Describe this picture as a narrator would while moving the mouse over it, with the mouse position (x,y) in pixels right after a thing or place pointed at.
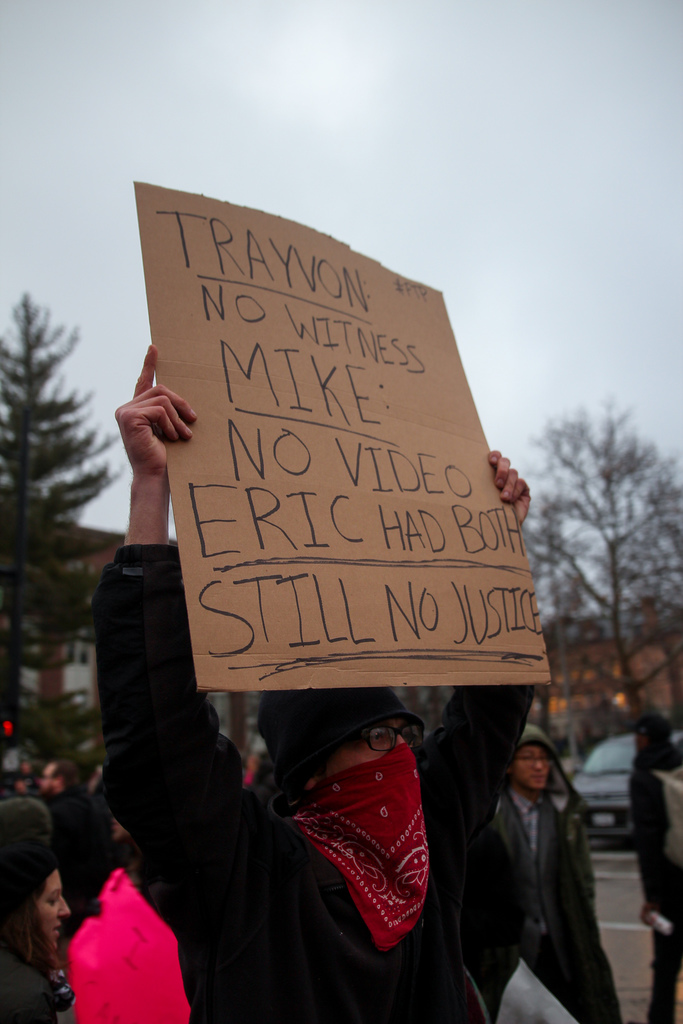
In this image people (509,795) are protesting on road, a man (342,873) holding sheet (422,287) in his hand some text (411,623) is written on that sheet (369,608), in the background (55,552) there are trees (571,567), a car (621,755) and a sky (364,112).
